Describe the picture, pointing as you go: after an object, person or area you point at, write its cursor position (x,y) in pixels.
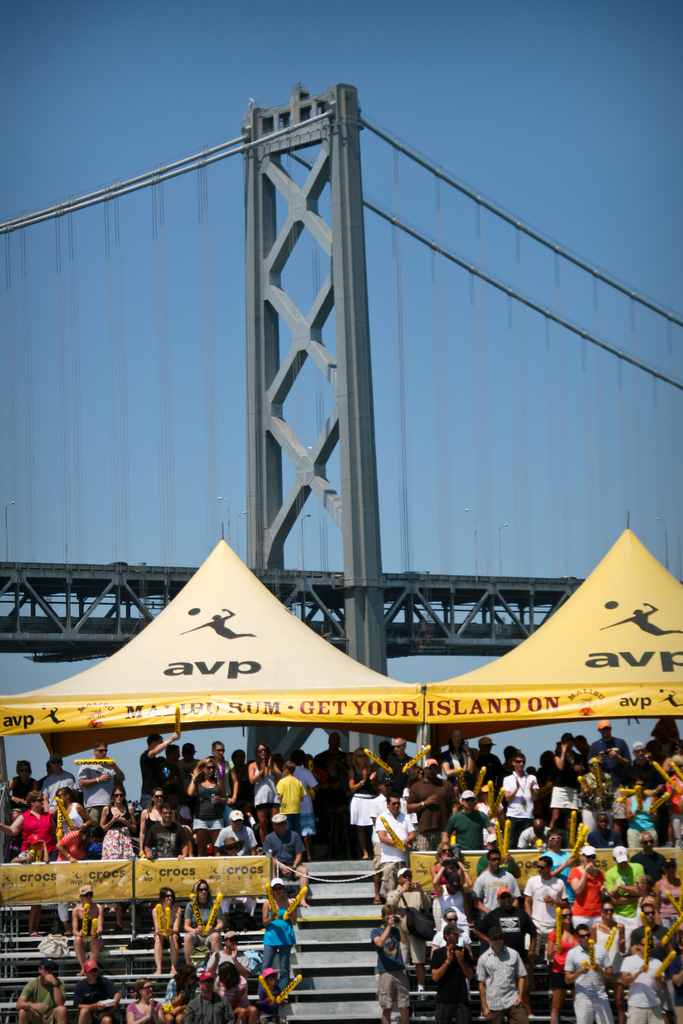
At the bottom of the picture (230,988), we see the people (512,950) are standing and some of them are sitting on the staircase (114,927). Behind them, we see the boards (138,869) or the banners (202,869) in yellow color with some text (254,877) written. Behind that, we see many people (315,787) are standing under the yellow color tents (329,681). In the middle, we see the staircase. In the background (271,378), we see the pillar (349,395) and a bridge (96,604). At the top (662,174), we see the sky (450,282).
